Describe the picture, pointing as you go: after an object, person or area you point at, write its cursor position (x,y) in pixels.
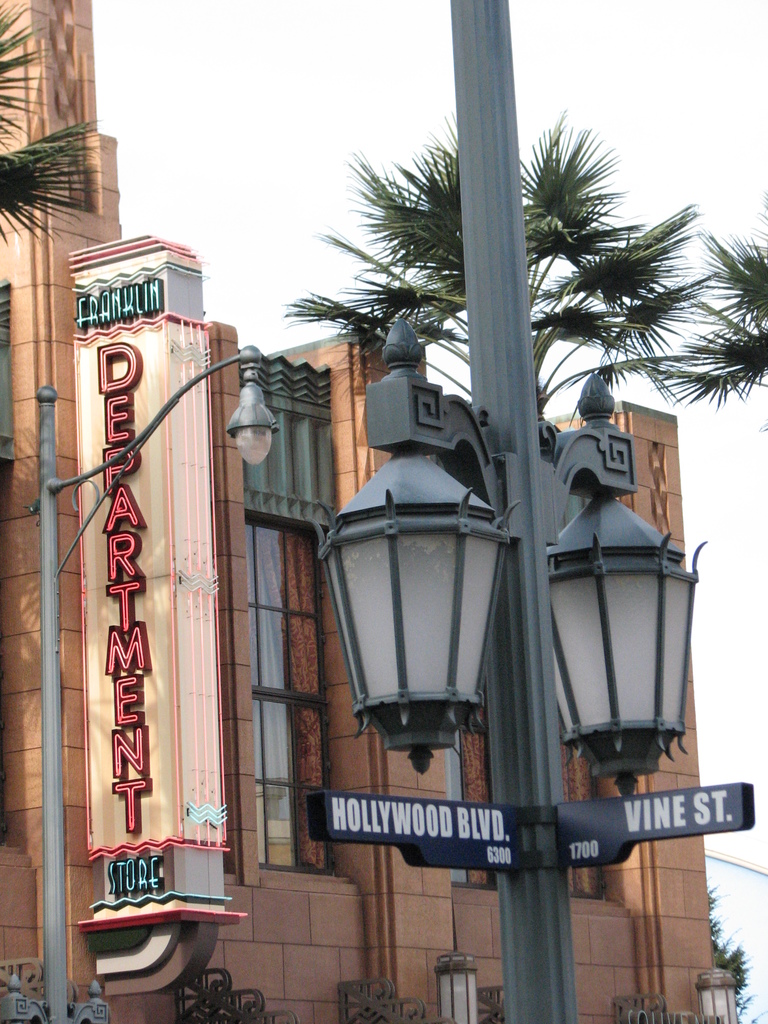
In the foreground of the image (463,32) there is a light pole (467,18). In the background of the image (27,107) there is a building (353,434). There are trees (453,278). There is sky (296,153).
